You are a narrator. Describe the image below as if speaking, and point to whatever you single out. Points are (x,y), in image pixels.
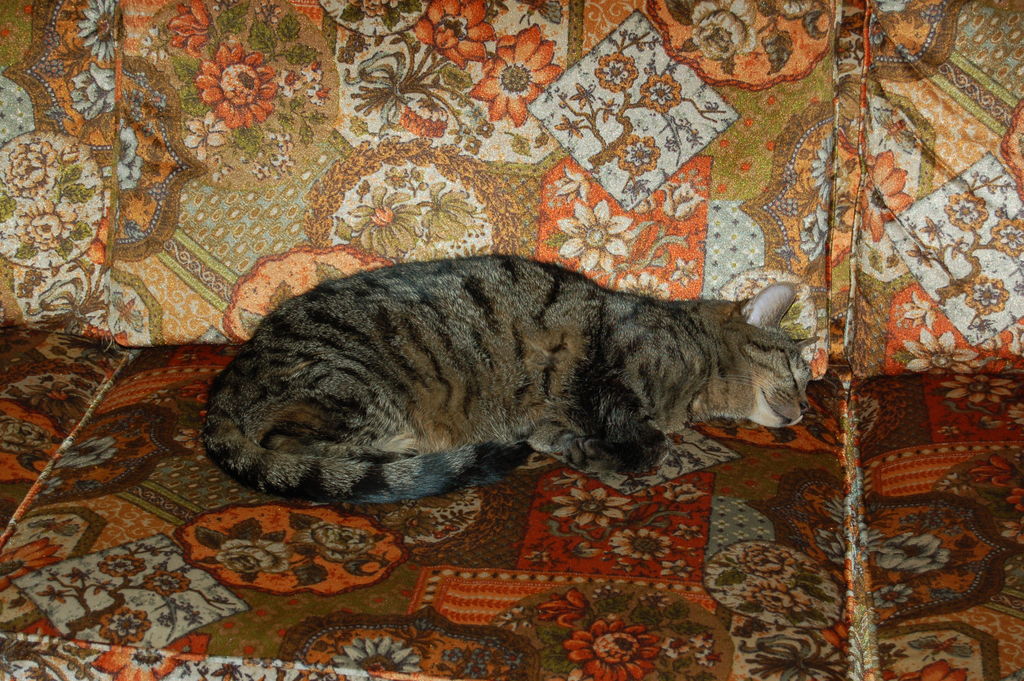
This image consists of a cat (727,417) sleeping on a couch (450,555). The cat (403,297) is in black and gray color.
